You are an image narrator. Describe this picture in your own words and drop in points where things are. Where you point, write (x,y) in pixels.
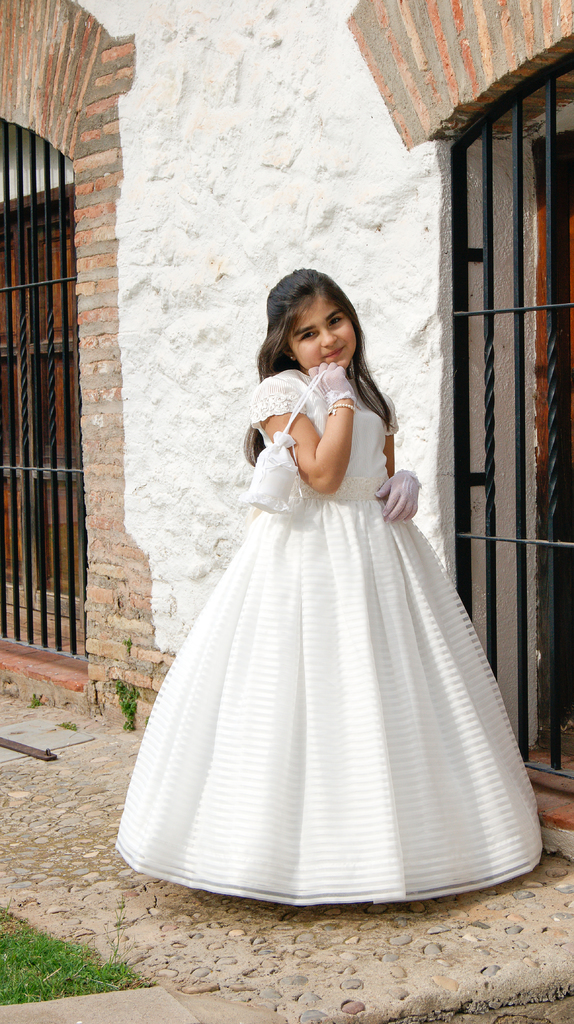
In this image we can see a girl (299,569) is standing and holding a small bag (274,507) in her hand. In the background (11,299) we can see gates (55,437), wall (243,302), doors (45,475) and at the bottom (27,975) we can see grass (27,975) on the ground (374,1017).
